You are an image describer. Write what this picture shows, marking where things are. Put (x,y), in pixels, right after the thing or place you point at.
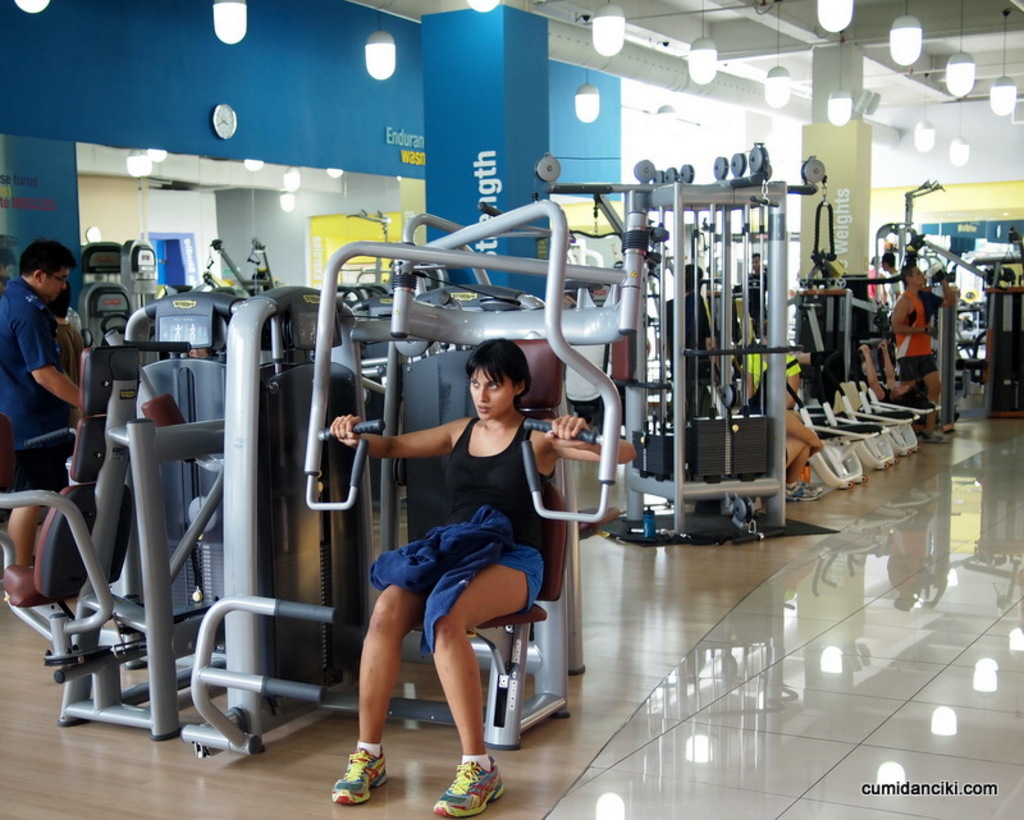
The picture is taken in a gym (277,333). In this picture there are various gym equipment (561,327) and people (28,288). At the top of the image (1007,91) there are lights (705,66) to the ceiling (754,52). In the background (227,131) the lights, pillars (502,111) and a clock (227,131).
